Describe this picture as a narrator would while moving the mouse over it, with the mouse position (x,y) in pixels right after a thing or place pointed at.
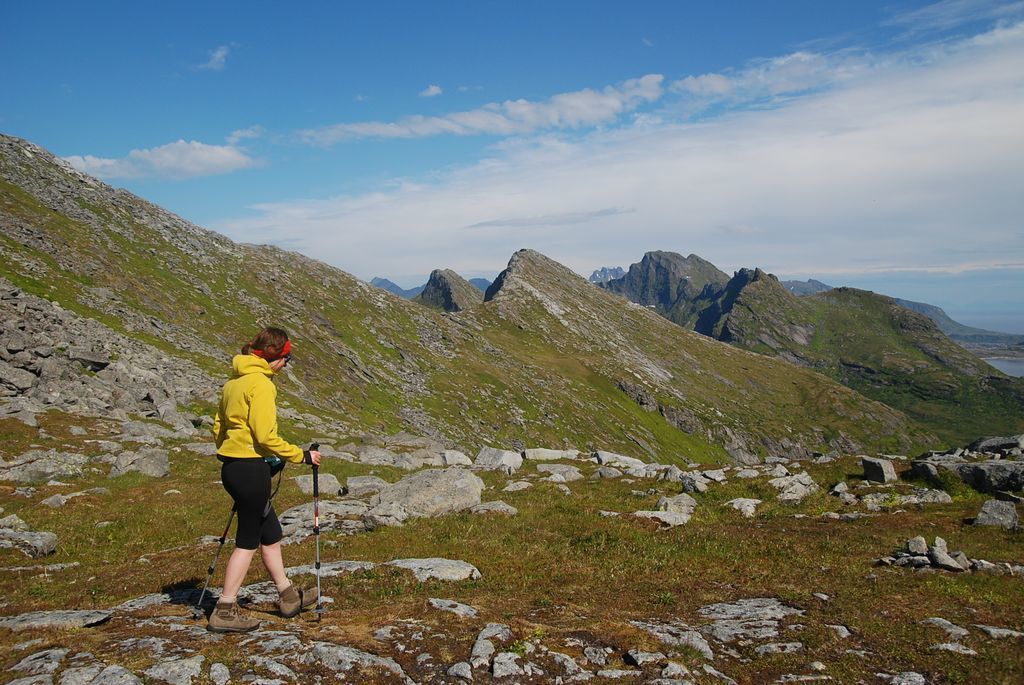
In this picture there is a person (247,479) with yellow jacket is holding the sticks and walking. At the back (998,385) there are mountains (500,384). At the top (260,68) there is sky (333,68) and there are clouds (786,134). At the bottom (793,598) there is grass (769,584).
